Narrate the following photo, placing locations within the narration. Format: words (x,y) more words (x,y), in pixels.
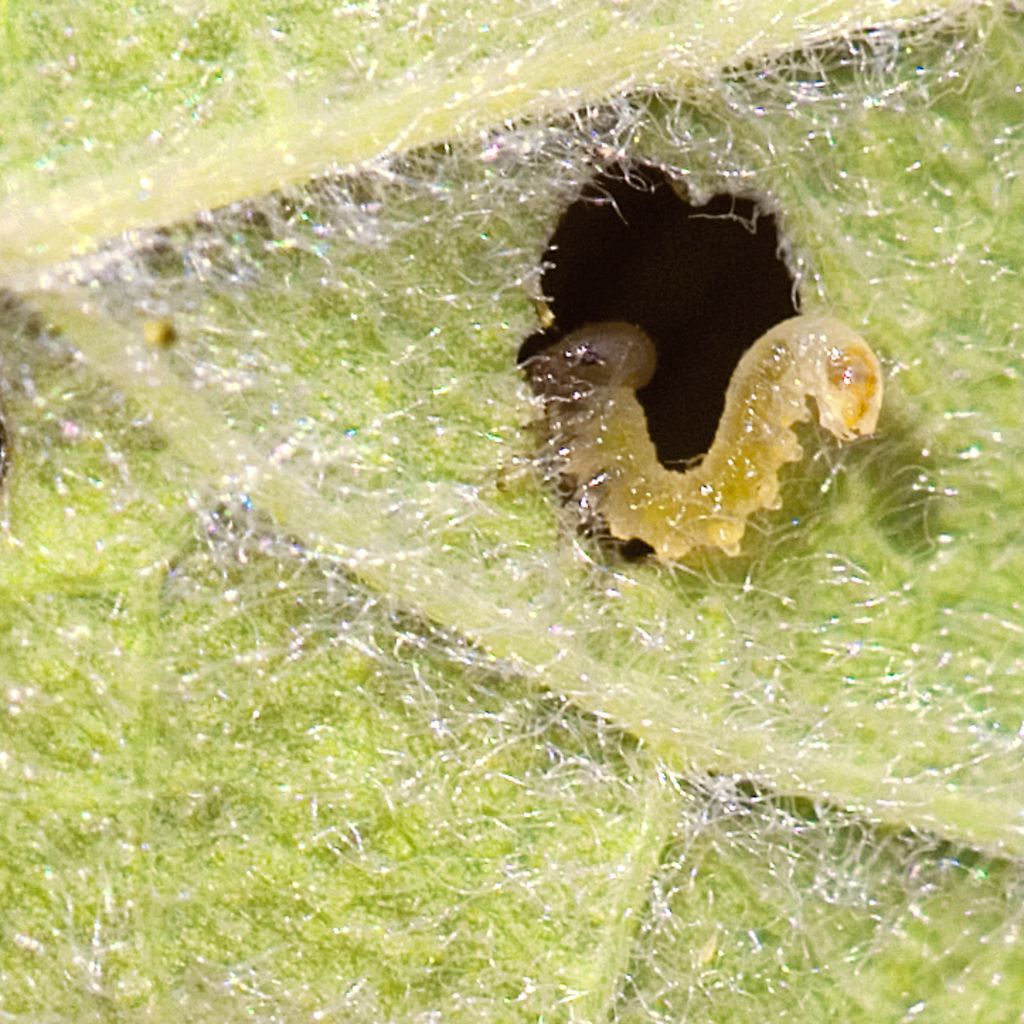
In this image we can see a insect (654,447) on the leaf (459,152).
